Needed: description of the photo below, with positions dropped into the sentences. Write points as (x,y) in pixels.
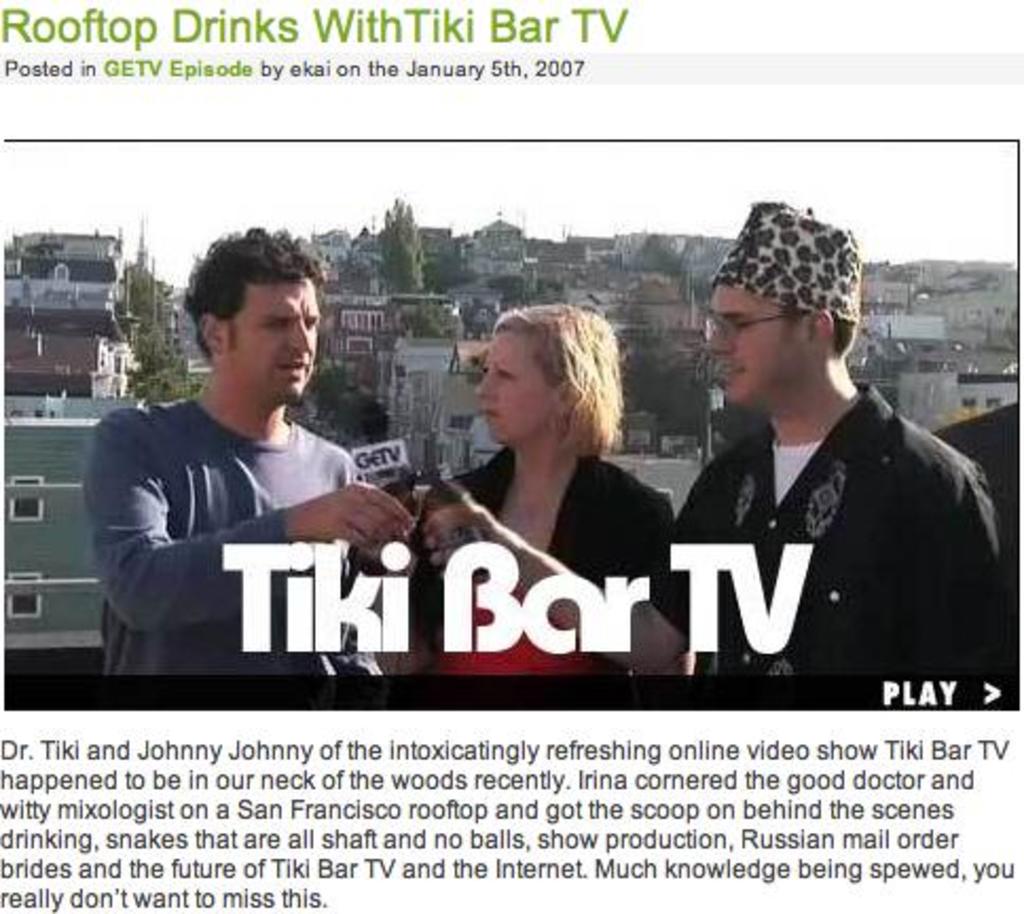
In this picture we can see a screenshot of two men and a woman (582,532), standing in the front (415,498) and speaking on the microphone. Behind we can see many buildings (457,365) and some trees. In the front (126,855) bottom side we can see a small quotes (331,786) written on it. On the top (60,45) we can see "Rooftop drinks with tiki bar TV" is written.
